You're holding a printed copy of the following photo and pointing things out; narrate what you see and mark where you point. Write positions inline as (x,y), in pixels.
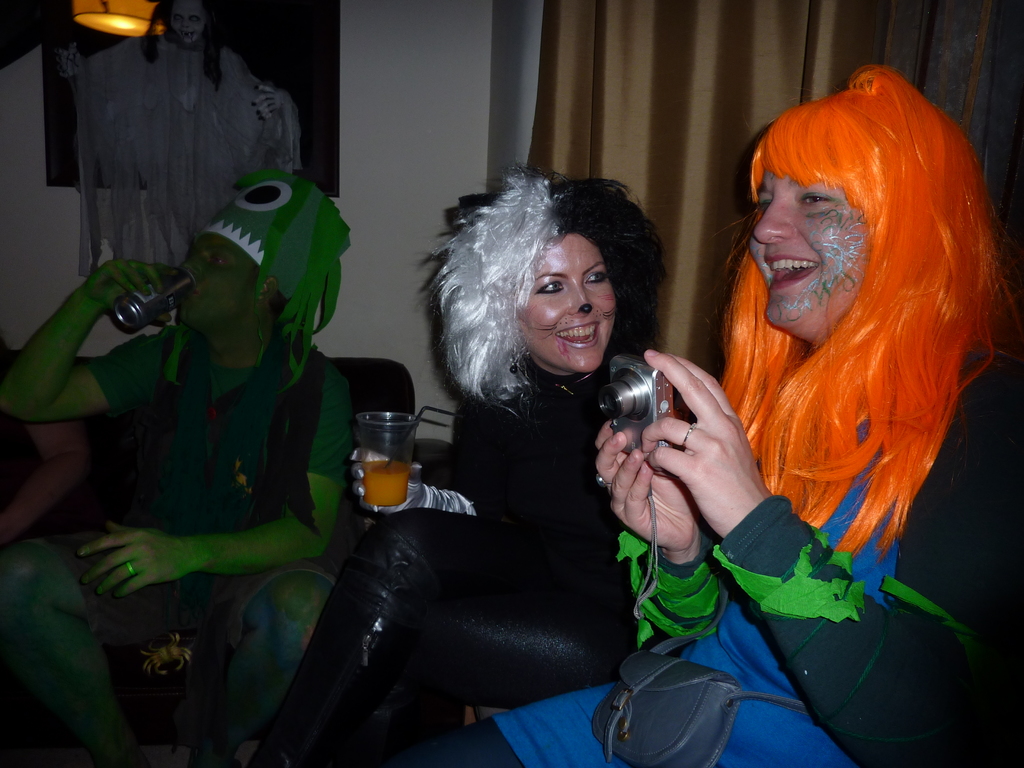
In the foreground (315,374) I can see four persons (567,412) are sitting on the chairs (105,418) and are holding glasses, bottle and a camera (643,405) in hand (671,503). In the background (356,178) I can see a wall (377,178), wall painting (197,166), light (91,16) and a curtain (602,65). This image is taken in a room (462,273).
